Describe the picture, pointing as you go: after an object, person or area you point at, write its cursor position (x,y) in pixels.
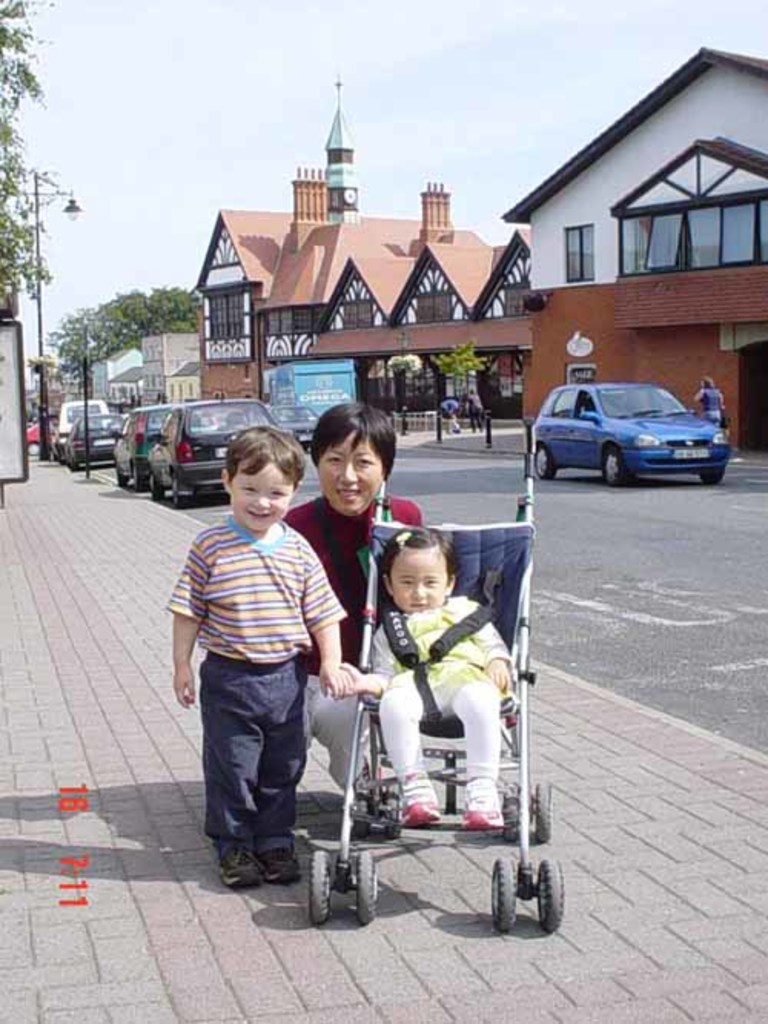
In this image, we can see people (277,542) and one of them is sitting on the trolley (443,643). In the background (454,454), there are vehicles (232,432) on the road (605,513) and we can see poles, trees (111,336), lights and buildings (314,279). At the top (381,92), there is sky (132,97) and at the bottom (62,853), there is a road (568,635) and we can see some text (64,884).
